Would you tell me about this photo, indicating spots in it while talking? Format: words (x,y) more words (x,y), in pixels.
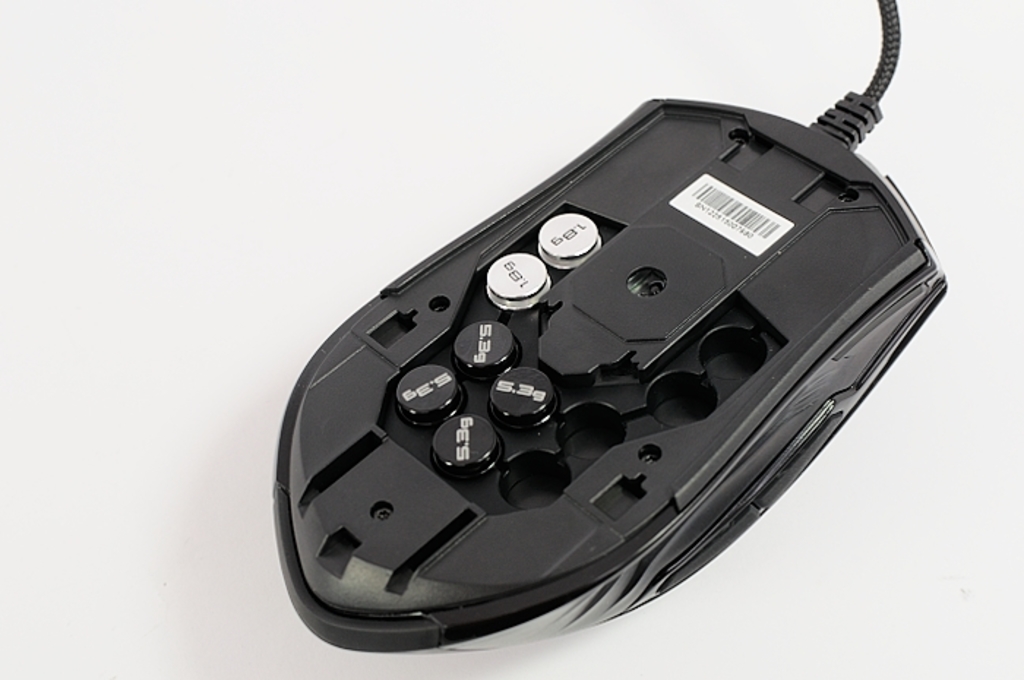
In the picture I can see the back view of a mouse (595,160) and looks like the mouse (681,160) in black in color.
